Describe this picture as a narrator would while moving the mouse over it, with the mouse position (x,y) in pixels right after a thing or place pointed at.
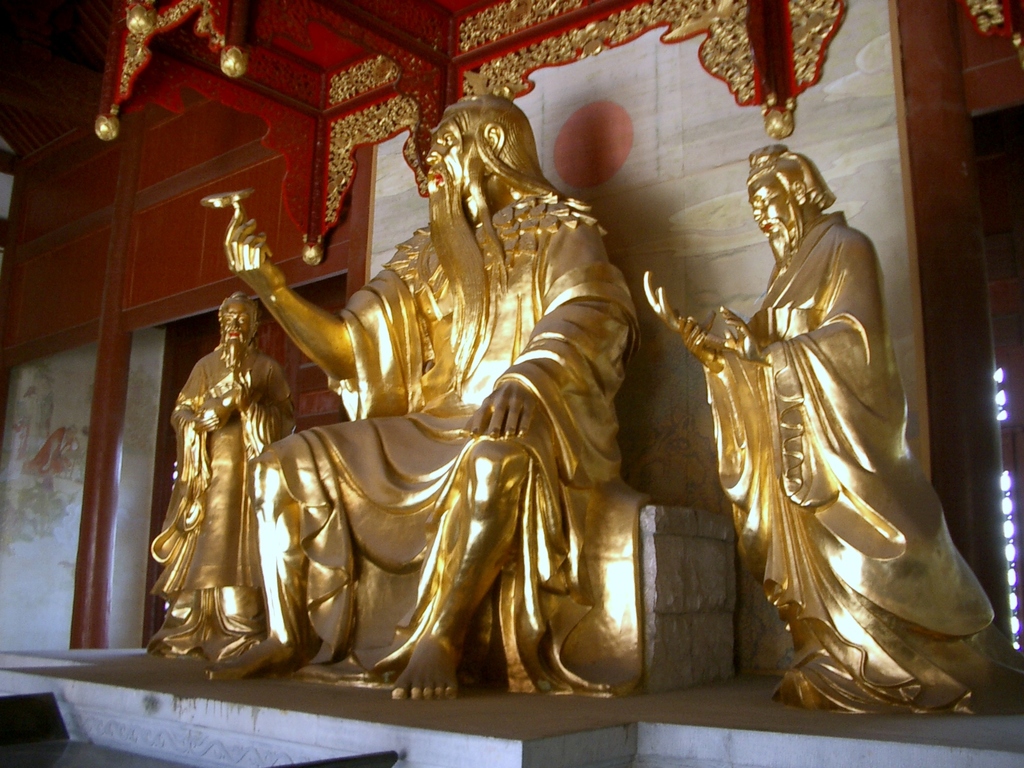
In this image I can see three idols (316,348) of a person's (345,348) on the wall (432,733). In the background (104,532), I can see a red color pole (95,462).
